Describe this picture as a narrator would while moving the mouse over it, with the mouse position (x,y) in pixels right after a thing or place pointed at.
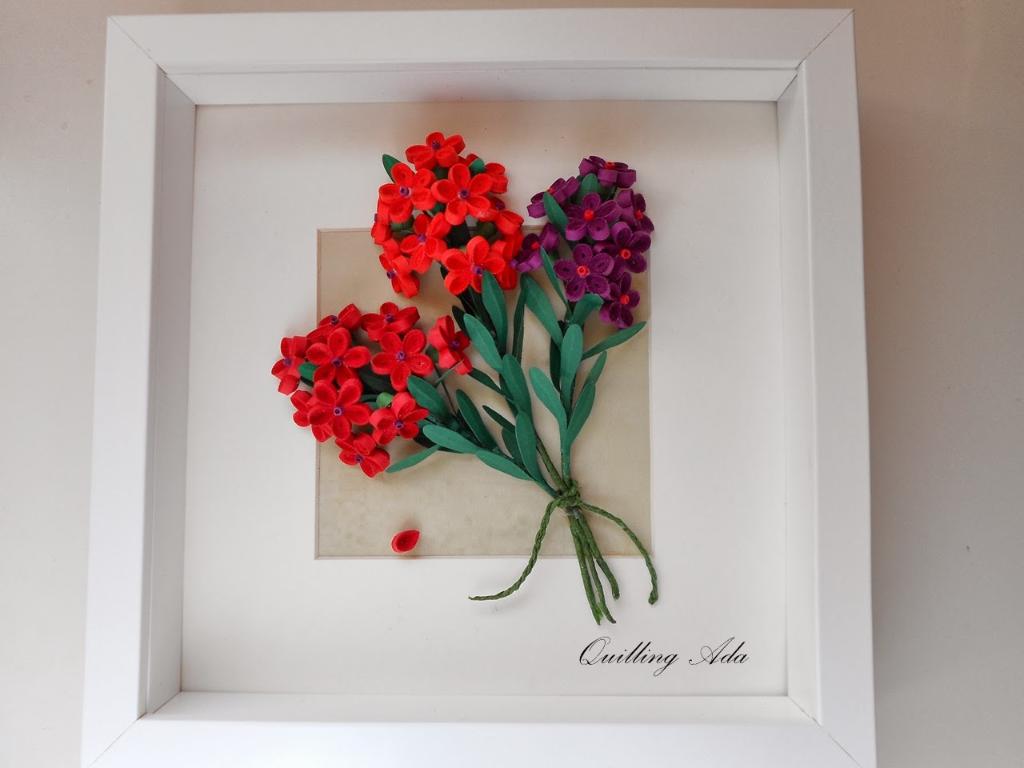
In this image we can see artificial bouquet (559,489) in the box (634,680). There is some text (731,641) on the box (648,680) at the bottom of the image (731,658). There is a white background (937,383) in the image.
